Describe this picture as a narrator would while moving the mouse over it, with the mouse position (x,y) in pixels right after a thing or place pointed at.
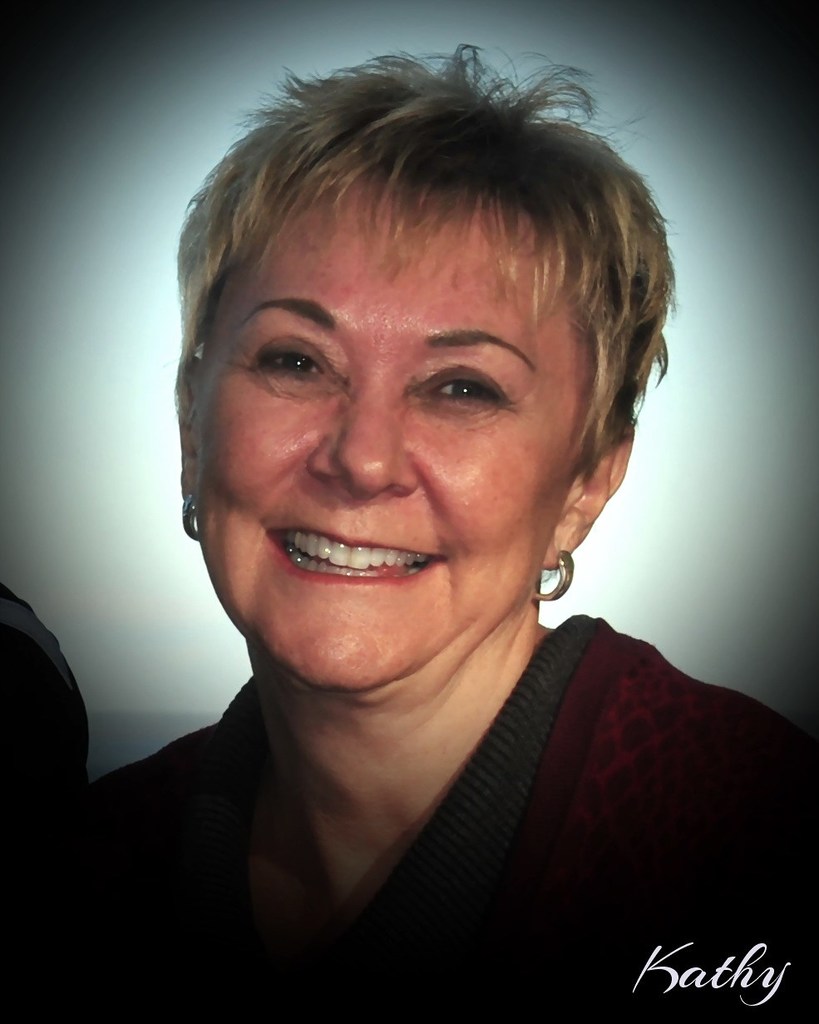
In this image I can see a woman (395,712) and I can see smile (280,560) on her face (366,639). Here I can see watermark (657,965) and I can see this image is little bit in dark.
